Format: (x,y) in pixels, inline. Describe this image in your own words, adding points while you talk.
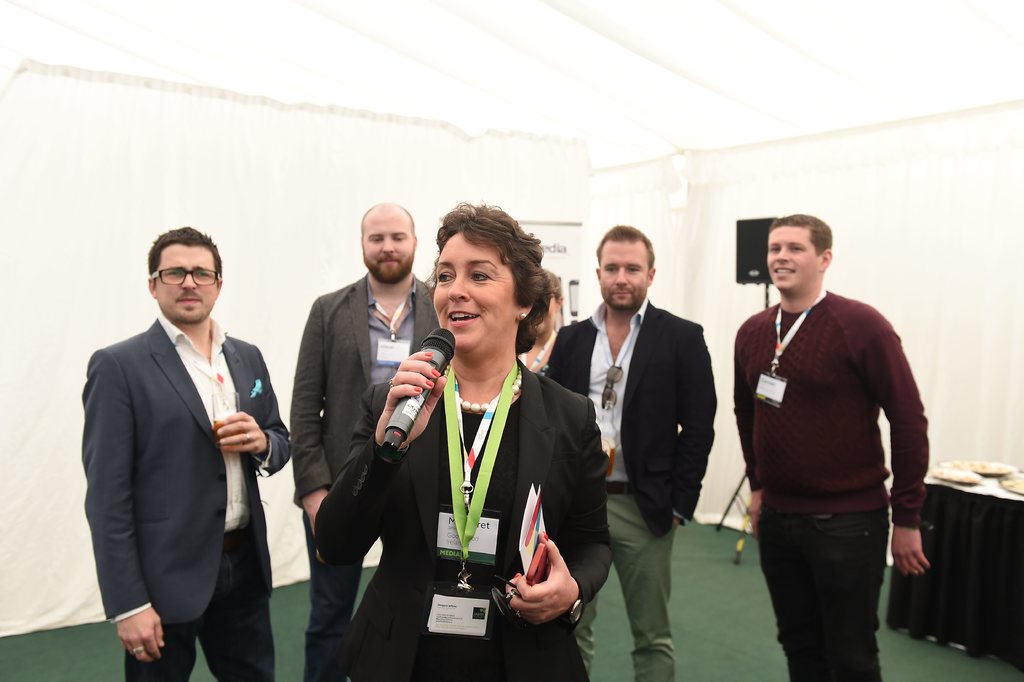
In this picture I can see few people (538,355) are standing and few of them are wearing ID cards (404,358) and I can see a table (986,522) and few plates (963,472) on the table (970,497) and I can see a woman (493,383) holding a microphone (406,407) and speaking and I can see a speaker (739,240) on the stand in the back (762,239).
